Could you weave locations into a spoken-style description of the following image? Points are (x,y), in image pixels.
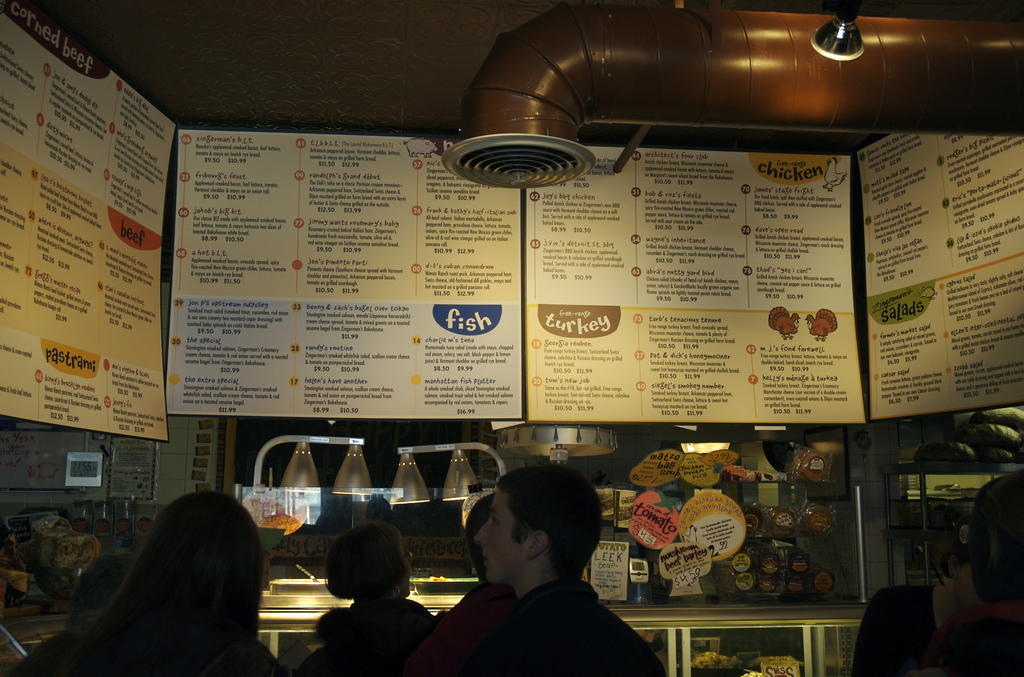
As we can see in the image there are banners (845,302), lights (851,22) and few people (532,627) here and there.
